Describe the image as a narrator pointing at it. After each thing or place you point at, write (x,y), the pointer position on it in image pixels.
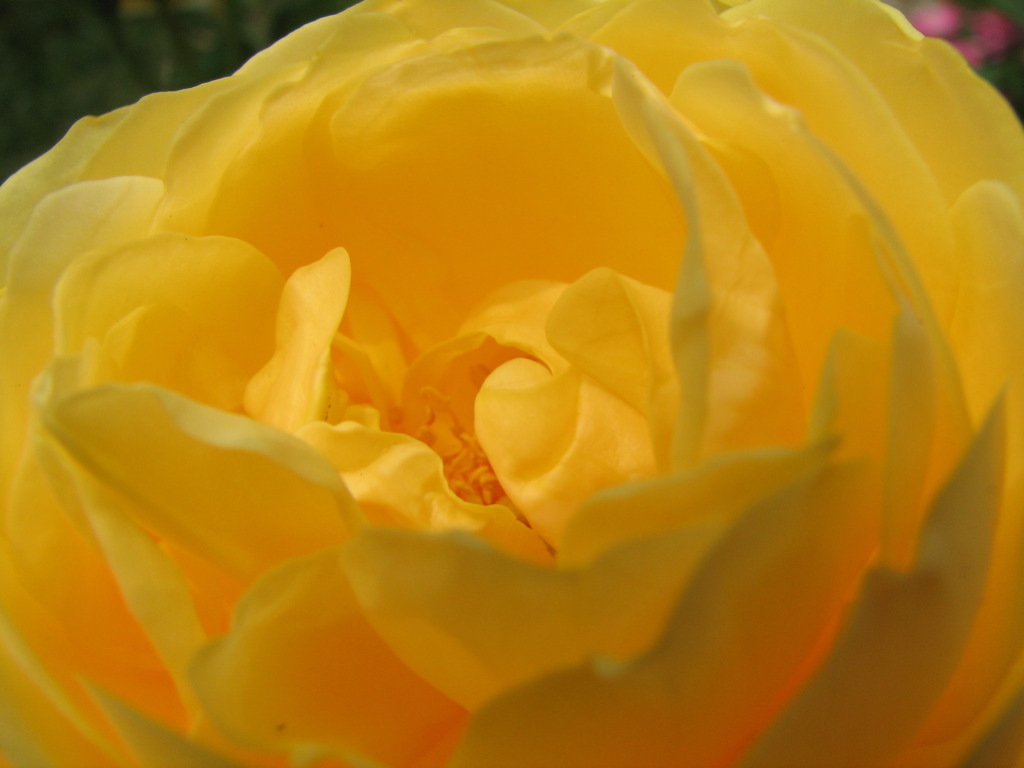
In the picture I can see a flower (464,349). The flower (481,318) is yellow in color.
